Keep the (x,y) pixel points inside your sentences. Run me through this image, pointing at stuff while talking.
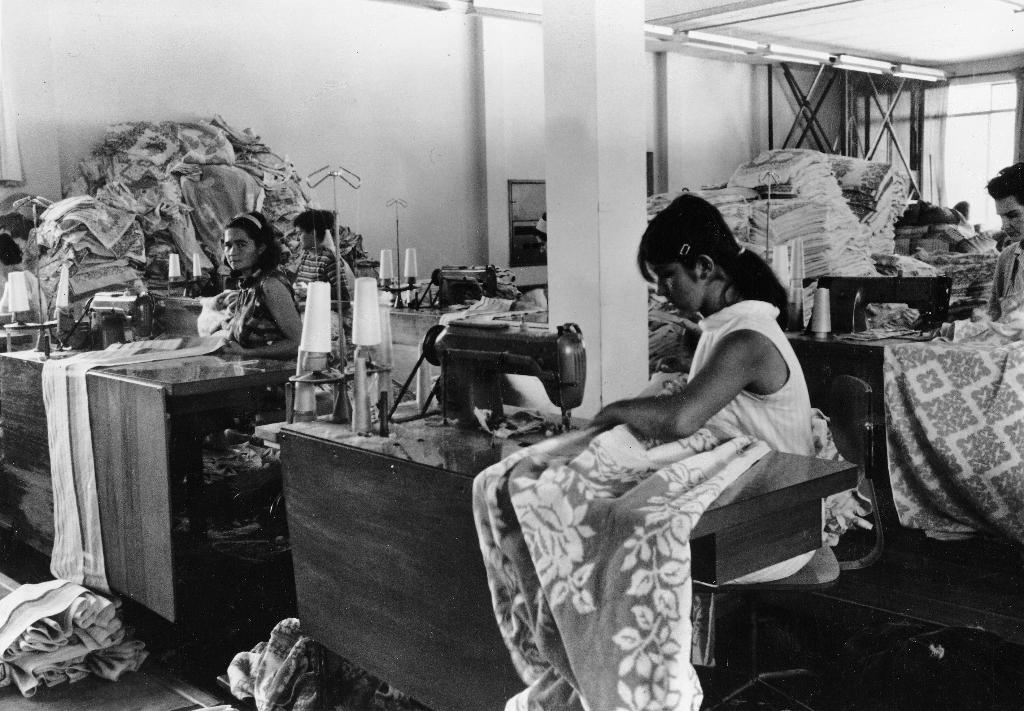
In the image we can see there are people (712,314) sitting on the chair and there is sewing machine (484,375) kept on the table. There are thread rolls (356,288) kept on the stand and there is a heap of clothes (144,167) kept on the table (382,484). The image is in black and white colour.
